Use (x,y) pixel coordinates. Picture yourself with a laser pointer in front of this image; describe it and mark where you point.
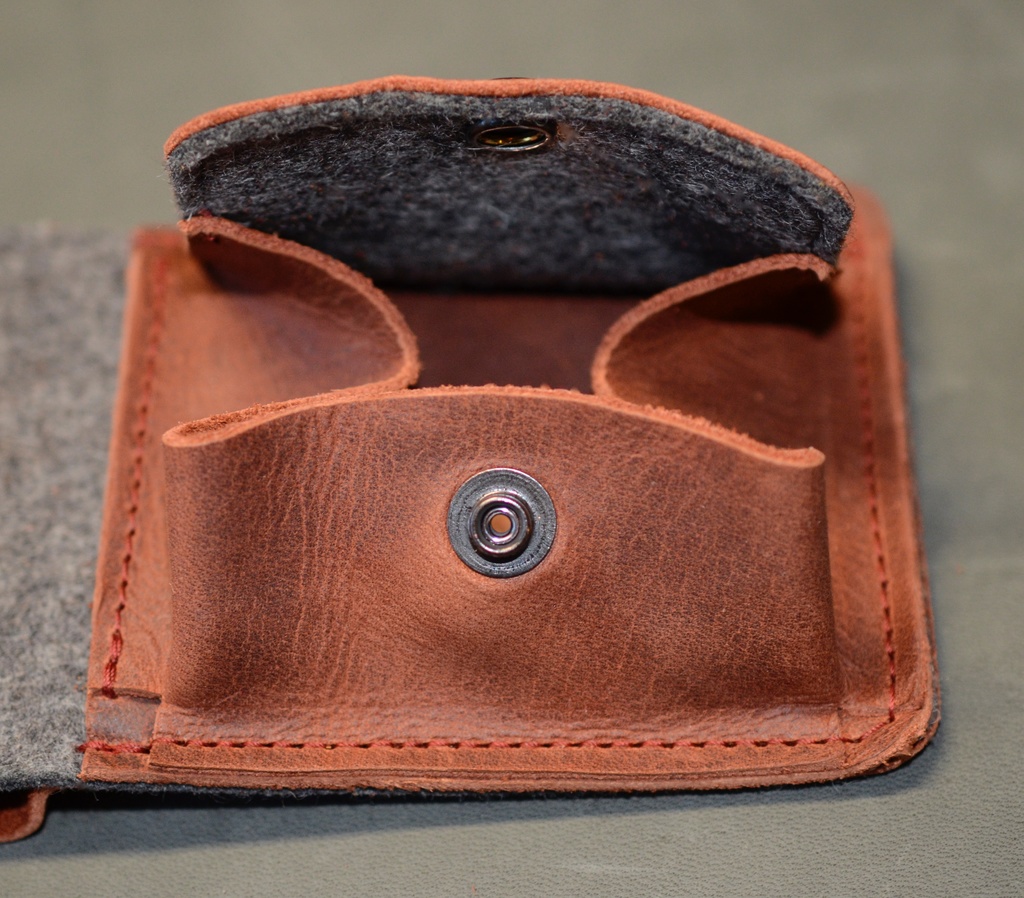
In this image it looks like a purse (503,434) in the middle (549,448).
